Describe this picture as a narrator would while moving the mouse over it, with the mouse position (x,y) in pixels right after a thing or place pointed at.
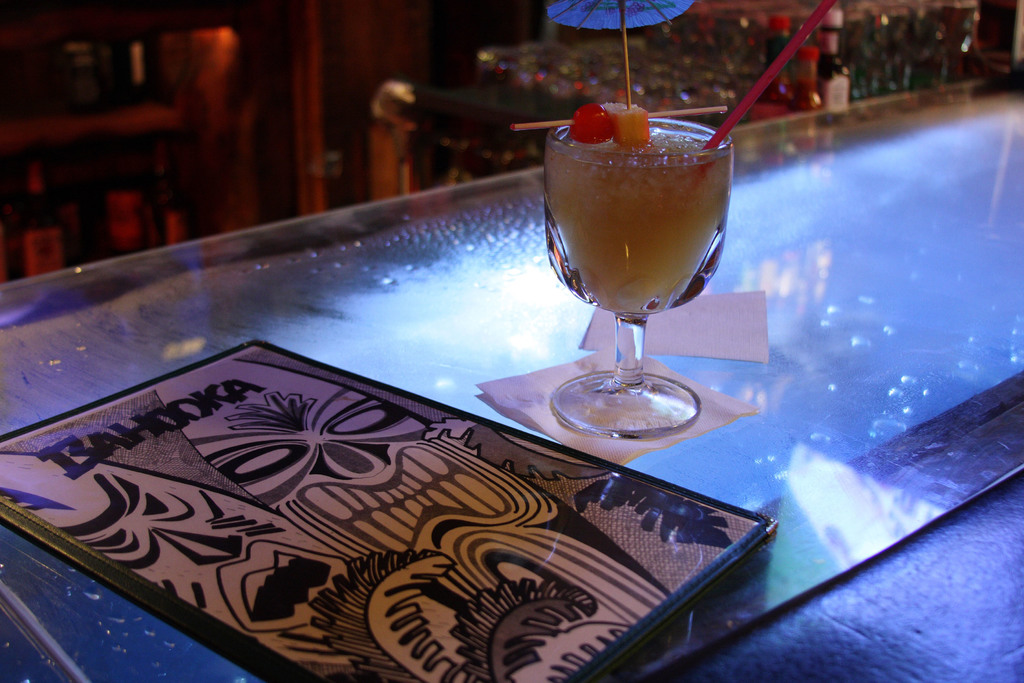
In this image we can see a glass (626,216) containing drink (660,181), tissues (517,378) and a menu card (540,450) placed on the table (851,381). In the background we can see bottles (835,65).
